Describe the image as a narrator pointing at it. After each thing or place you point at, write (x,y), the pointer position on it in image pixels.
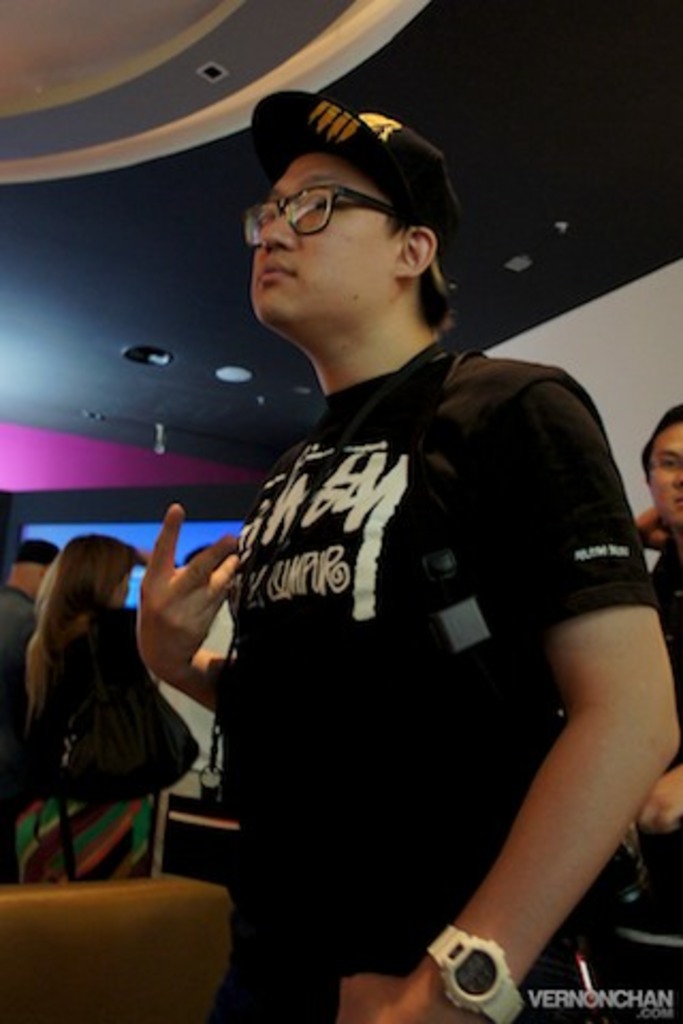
In this image, I can see a group of people (423,761) standing. At the top of the image (178,291), there is a ceiling (155,91). At the bottom right side of the image (540,1006), I can see a watermark (555,1009).
